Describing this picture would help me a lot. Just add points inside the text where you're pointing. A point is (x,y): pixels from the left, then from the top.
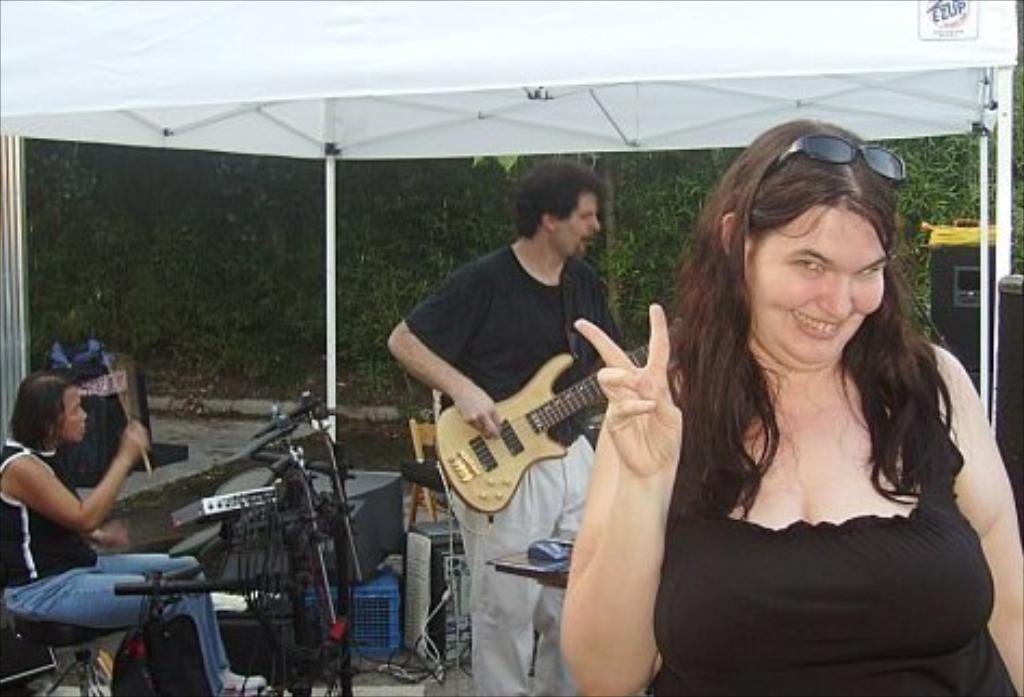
In this picture we can see three persons (473,407), here woman (714,415) smiling and in back (450,347) two persons (489,367) playing guitar (457,429) and drums (192,533) and in the background (110,357) we can see trees (219,212), tent (611,121), speakers (974,331), clothes (96,364).
